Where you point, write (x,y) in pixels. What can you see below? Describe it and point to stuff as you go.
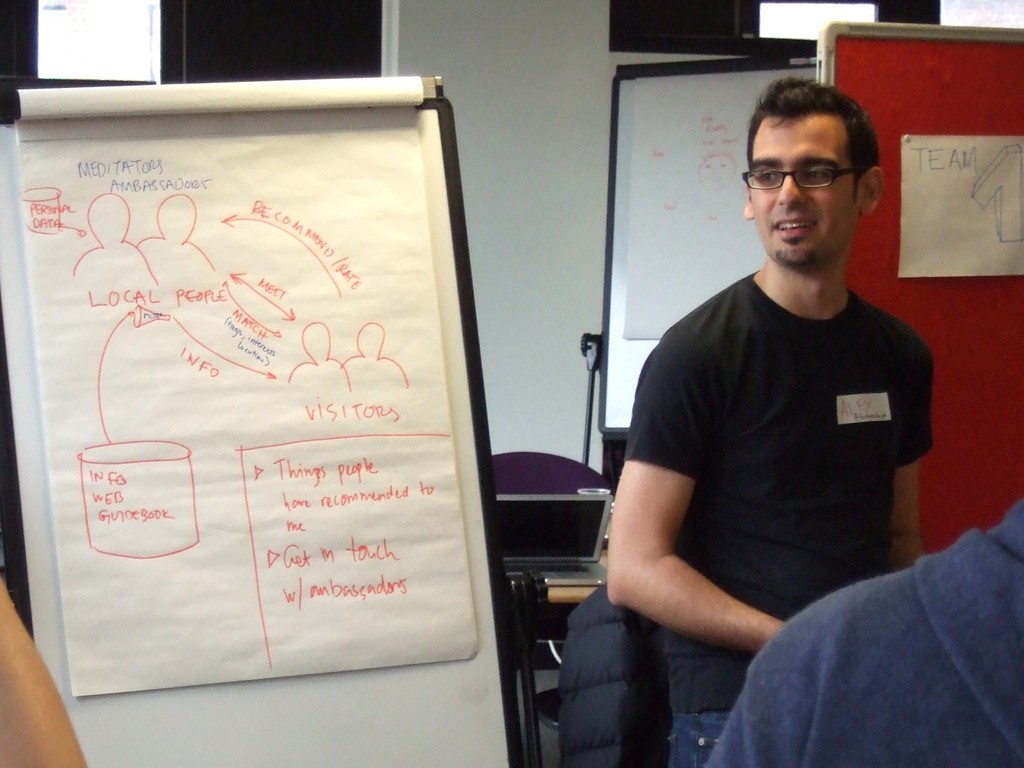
In this image, we can see people (836,281) and there are boards (311,217) and some papers (198,289) with text (234,309) and we can see pictures (264,319) on them. In the background (536,59), there is a wall (502,311) and we can see a laptop (548,517) and some other objects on the stand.
